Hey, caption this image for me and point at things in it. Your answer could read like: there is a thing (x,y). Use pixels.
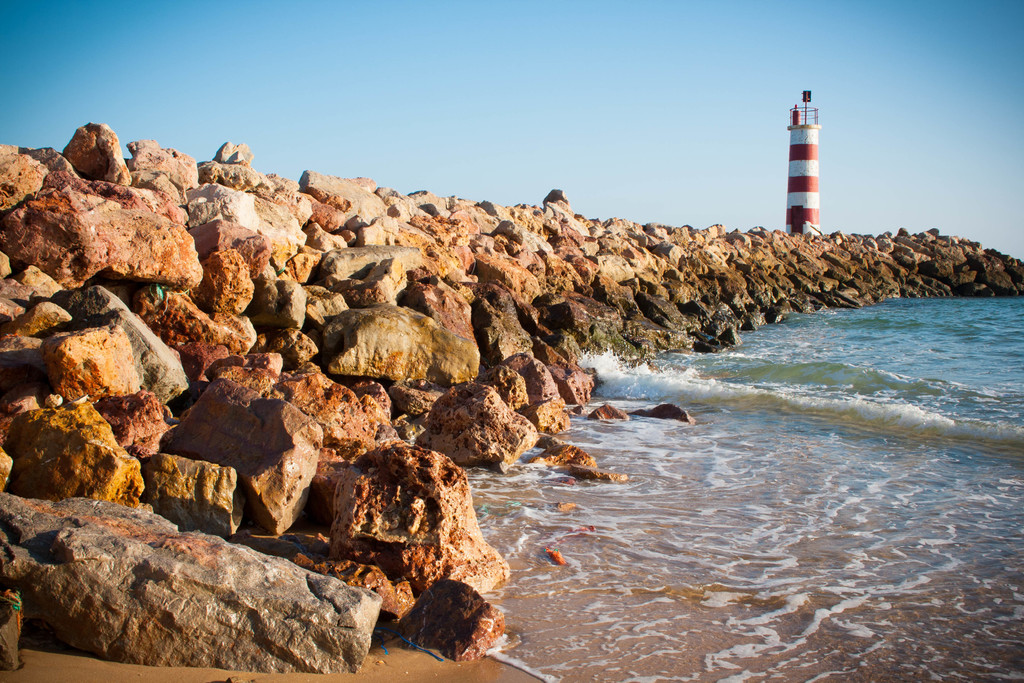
In this image, we can see a beach (596,648). There are some rocks (466,247) in the middle of the image (507,331). There is a lighthouse (815,174) in the top right of the image (814,206). There is a sky (422,39) at the top of the image (422,39).
